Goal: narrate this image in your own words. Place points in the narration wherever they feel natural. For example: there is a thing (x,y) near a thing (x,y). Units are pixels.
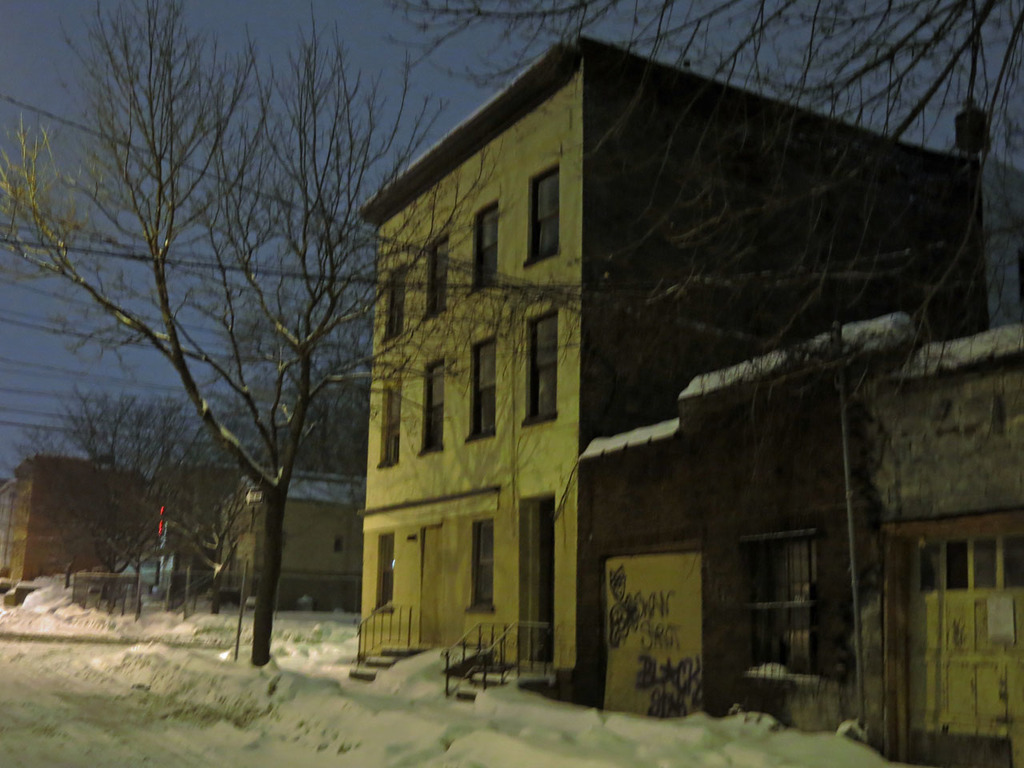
In this picture we can see trees (170,319), buildings (374,555) with windows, wires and in the background (145,311) we can see the sky (391,107) with clouds (237,250).
